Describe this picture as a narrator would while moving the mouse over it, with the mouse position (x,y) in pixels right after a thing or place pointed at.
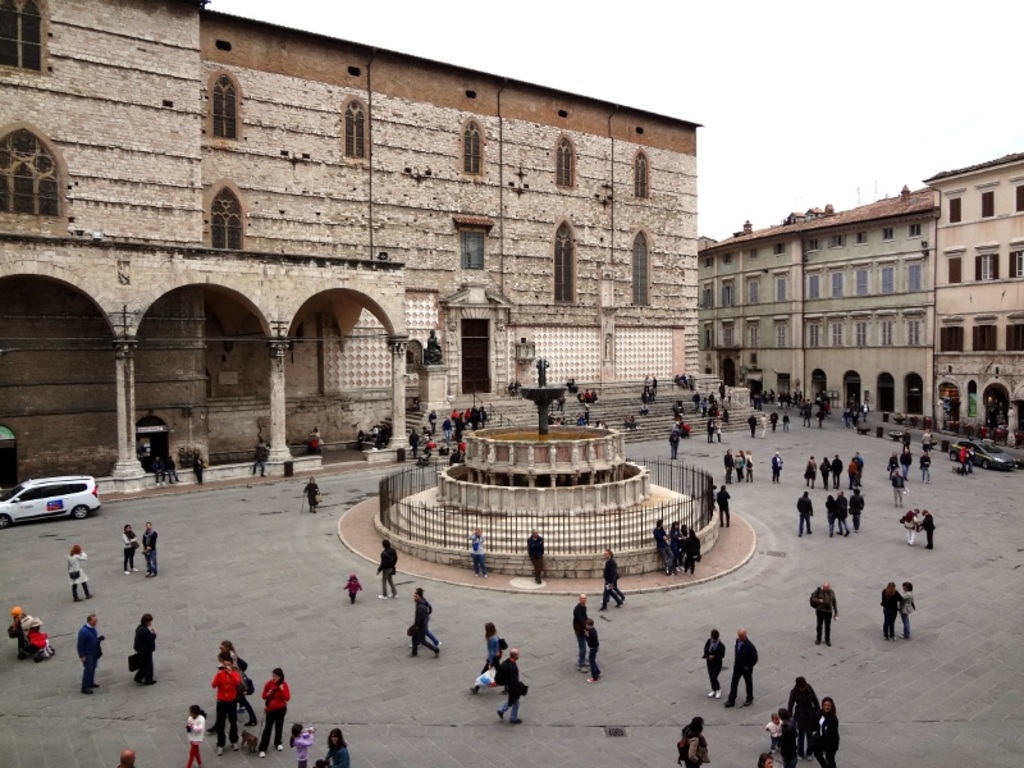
In this image I see the buildings (702,288), path (943,759) on which there are number of people (720,424) and I see the cars (59,497), pillars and a sculpture (429,348) over here. In the background (586,35) I see the clear sky (788,102) and I can also see the steps (619,408) over here.
